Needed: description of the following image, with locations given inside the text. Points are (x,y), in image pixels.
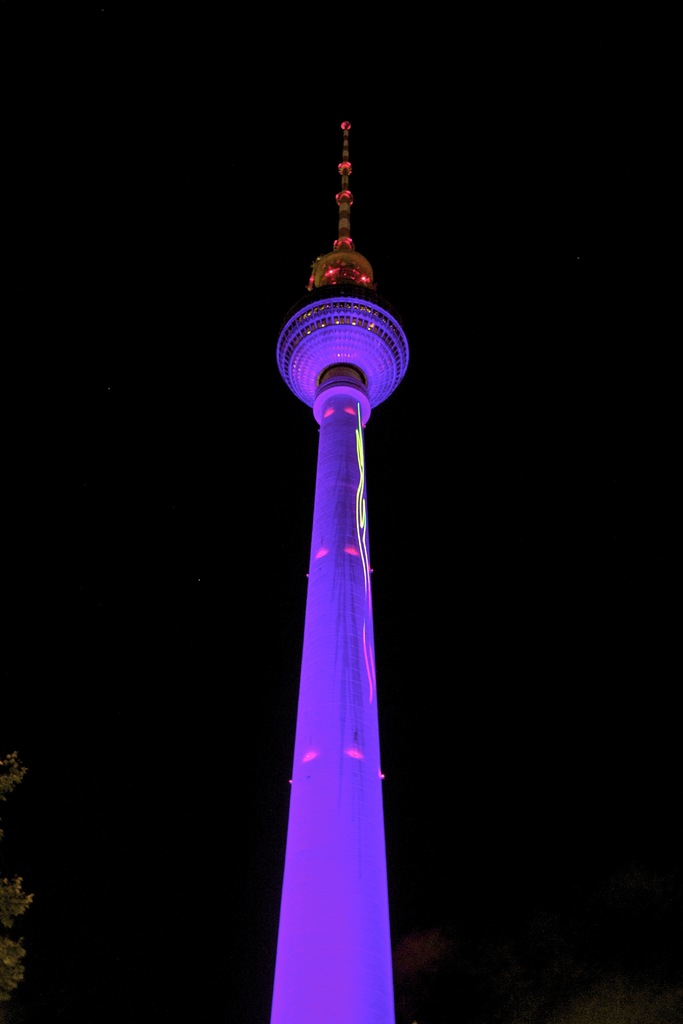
In this picture we can see a tower (327,704), there is a dark background (538,334), we can see a tree (15,899) at the left bottom (7,905).
